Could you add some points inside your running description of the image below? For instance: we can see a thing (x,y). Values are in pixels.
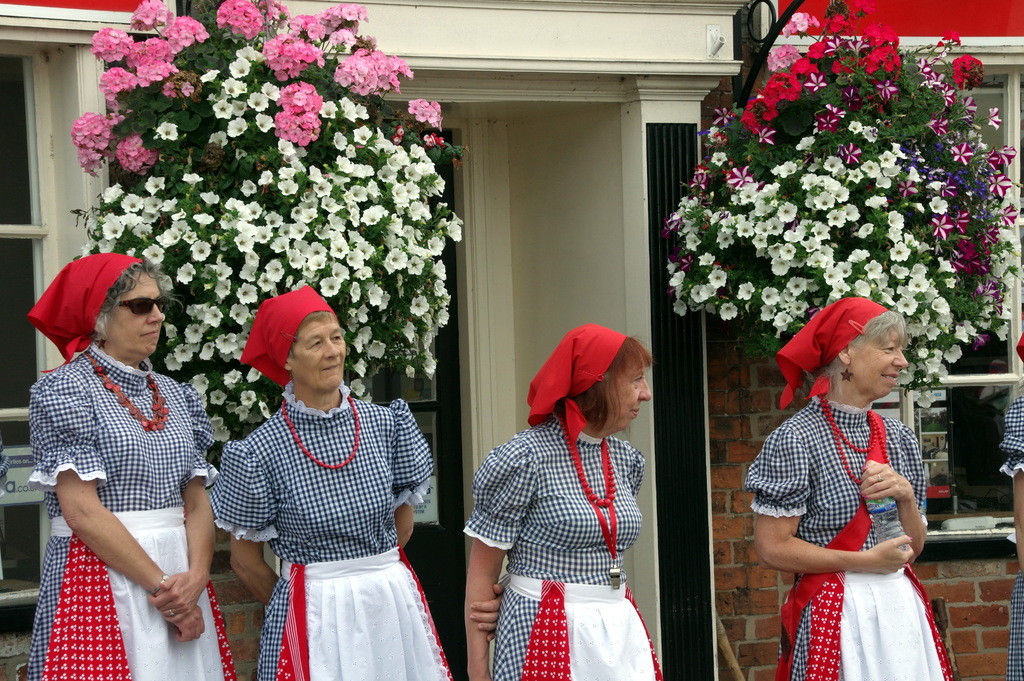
There are four women (303,527) standing. These are the plants (365,158) with colorful flowers (832,159). This looks like a house (760,358) with a window (976,393). These women (913,505) wore frocks (121,468) and red colored clothes (278,336) to their heads (310,319).
